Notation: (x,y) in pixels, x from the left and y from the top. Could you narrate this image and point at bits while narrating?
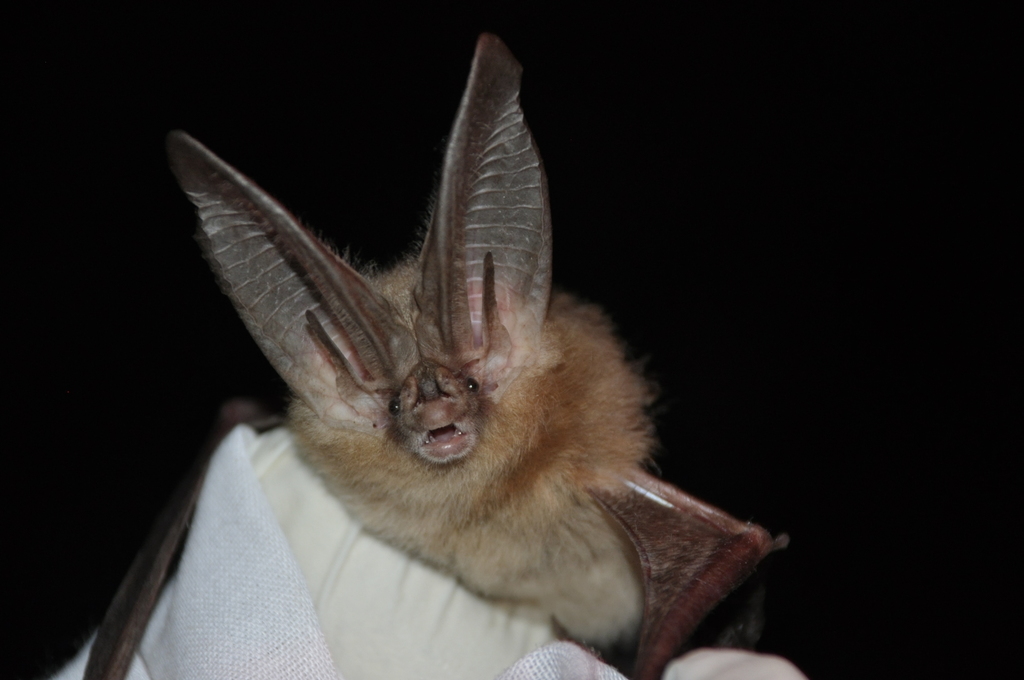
In this image we can see an animal (521,517) in the cloth (293,612).
